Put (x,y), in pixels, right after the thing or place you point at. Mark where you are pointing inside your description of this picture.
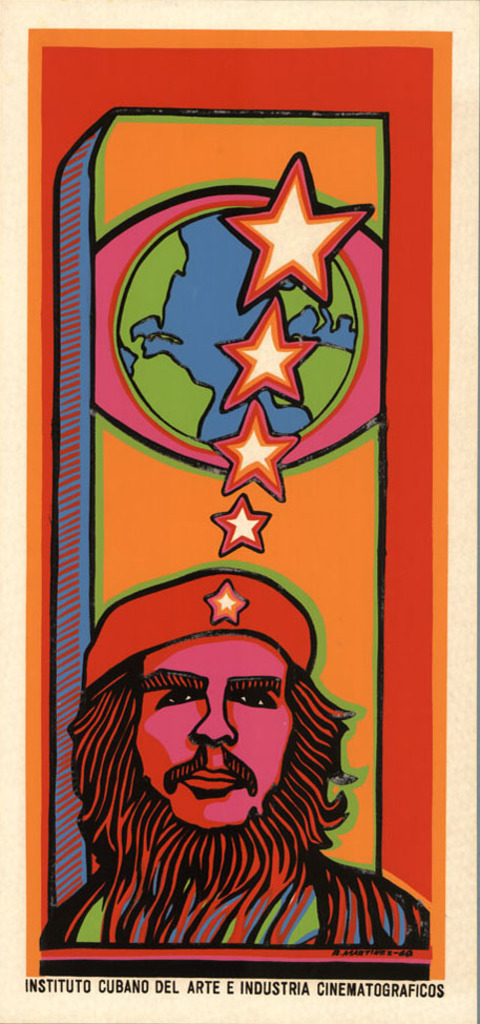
This is a poster (428,615), on this poster (419,568) we can see a person (232,641), globe (166,306) and star symbols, at the bottom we can see some text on it.
